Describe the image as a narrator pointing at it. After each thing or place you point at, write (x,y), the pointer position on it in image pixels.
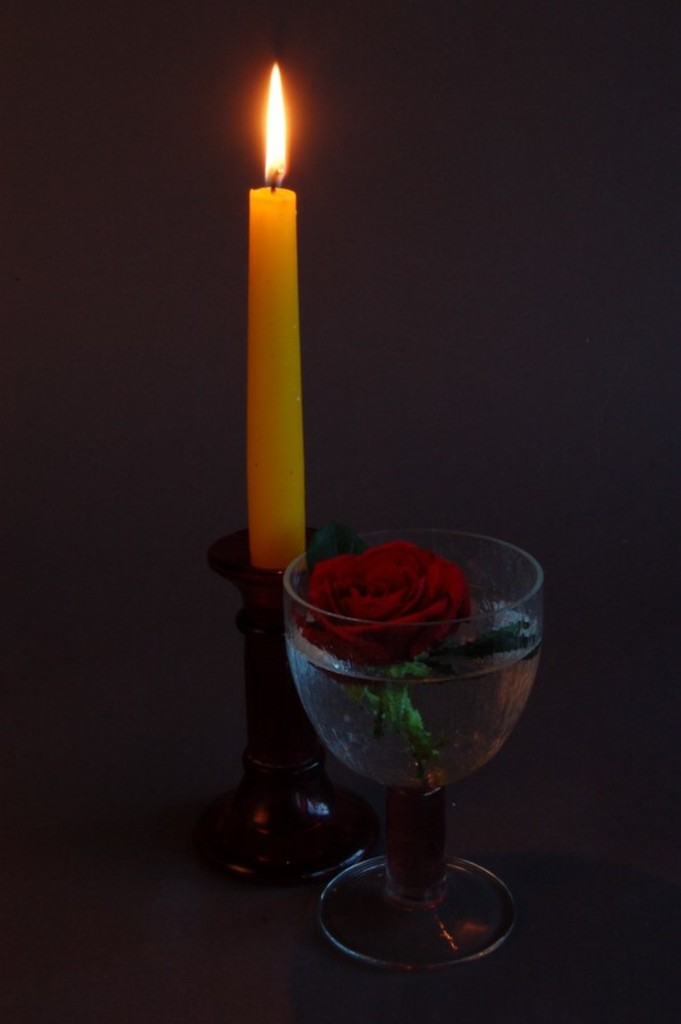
In the picture I can see a lighted candle (288,242) placed on an object (247,632) and there is a glass of water (406,708) beside it which has a rose (383,612) placed on it.
